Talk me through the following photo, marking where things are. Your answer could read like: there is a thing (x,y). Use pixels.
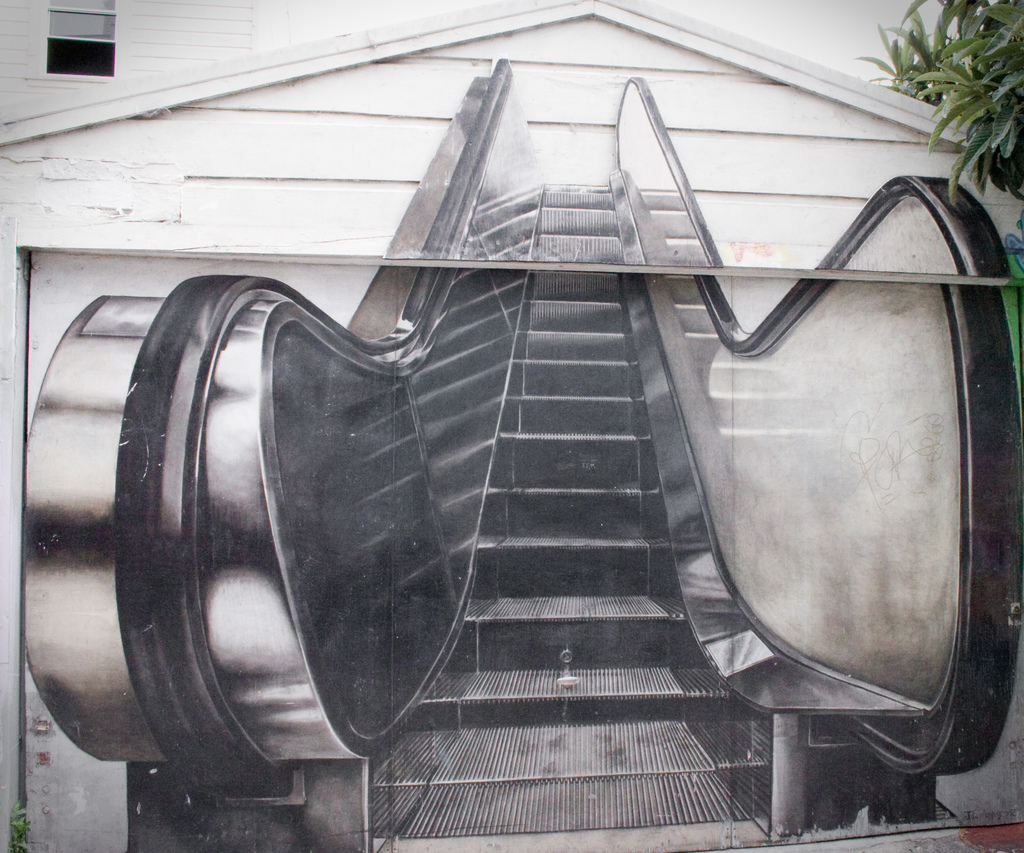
In this picture we can see an escalator painting (733,451) on a wall (315,157). This is a window (75,38). Here we can see green leaves (1000,73).
